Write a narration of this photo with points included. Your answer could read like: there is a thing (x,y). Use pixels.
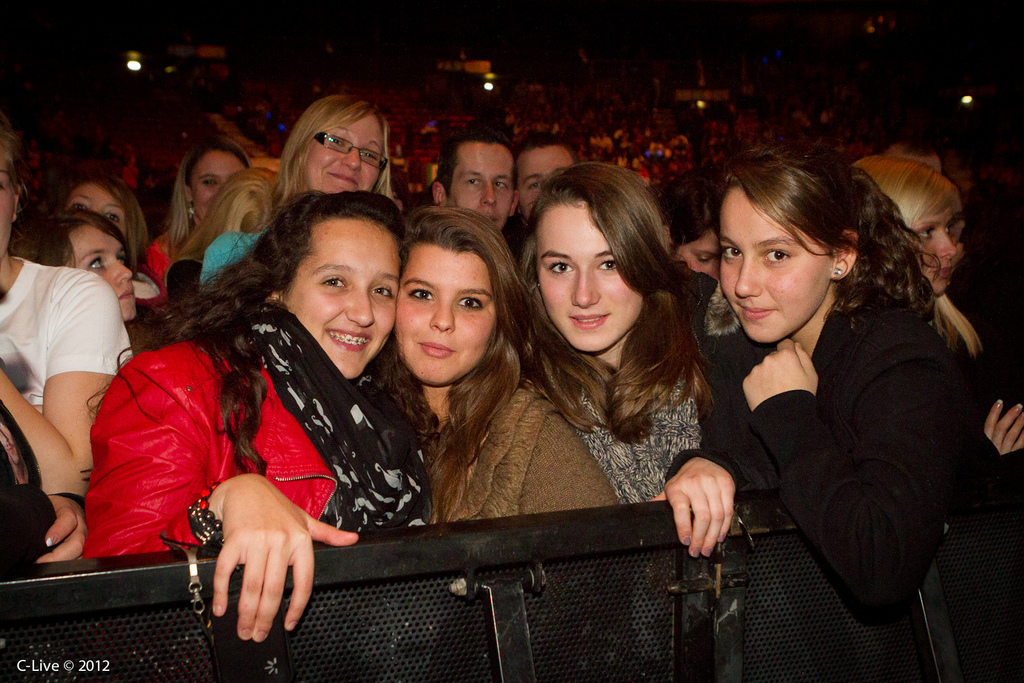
In this picture I can see there are a group of women (341,324) standing here and they are smiling, wearing sweater (576,429) and in the backdrop (521,172) there are men (495,165) and there are lights (484,89) here.
